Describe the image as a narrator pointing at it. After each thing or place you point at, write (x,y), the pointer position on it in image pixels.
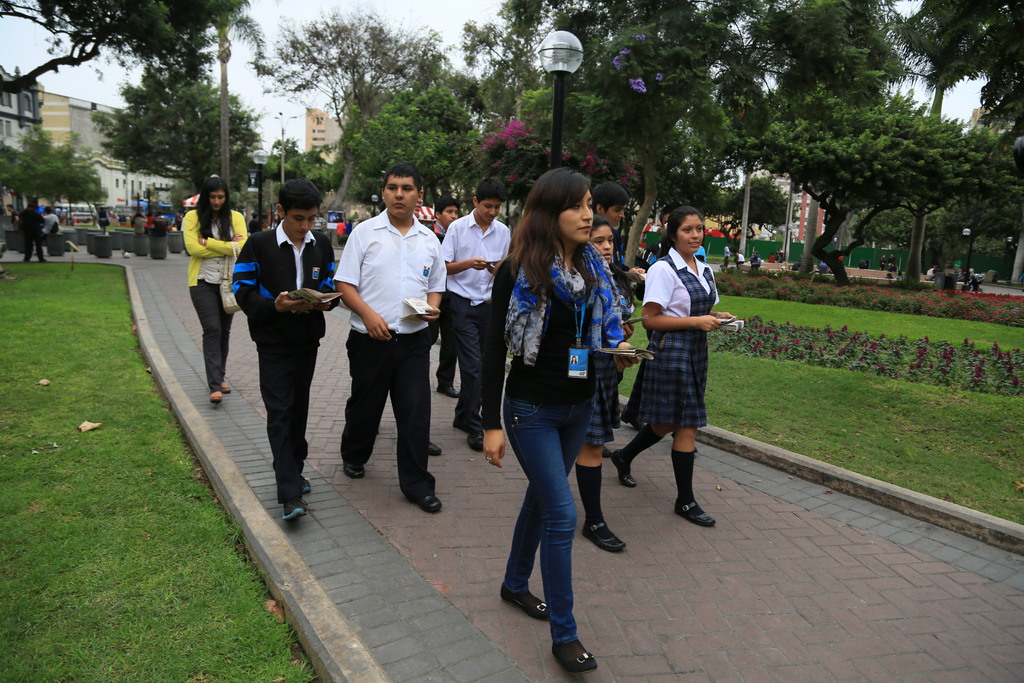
In this image there are group of people (577,388) walking on the pavement (375,537), beside that there is grass (19,301), trees (970,193) and buildings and some light poles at the middle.
